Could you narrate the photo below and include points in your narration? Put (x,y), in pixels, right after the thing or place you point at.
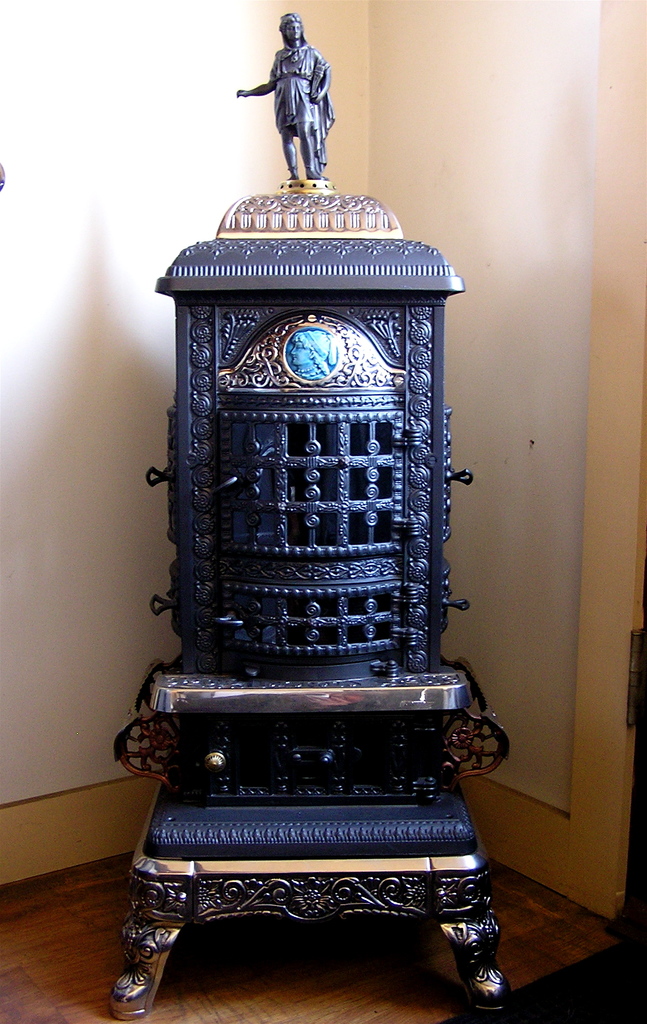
In this picture I can observe an object (271,797) which is looking like an antique (265,558) in the middle of the picture (261,507). In the background (16,214) I can observe wall (486,274).
